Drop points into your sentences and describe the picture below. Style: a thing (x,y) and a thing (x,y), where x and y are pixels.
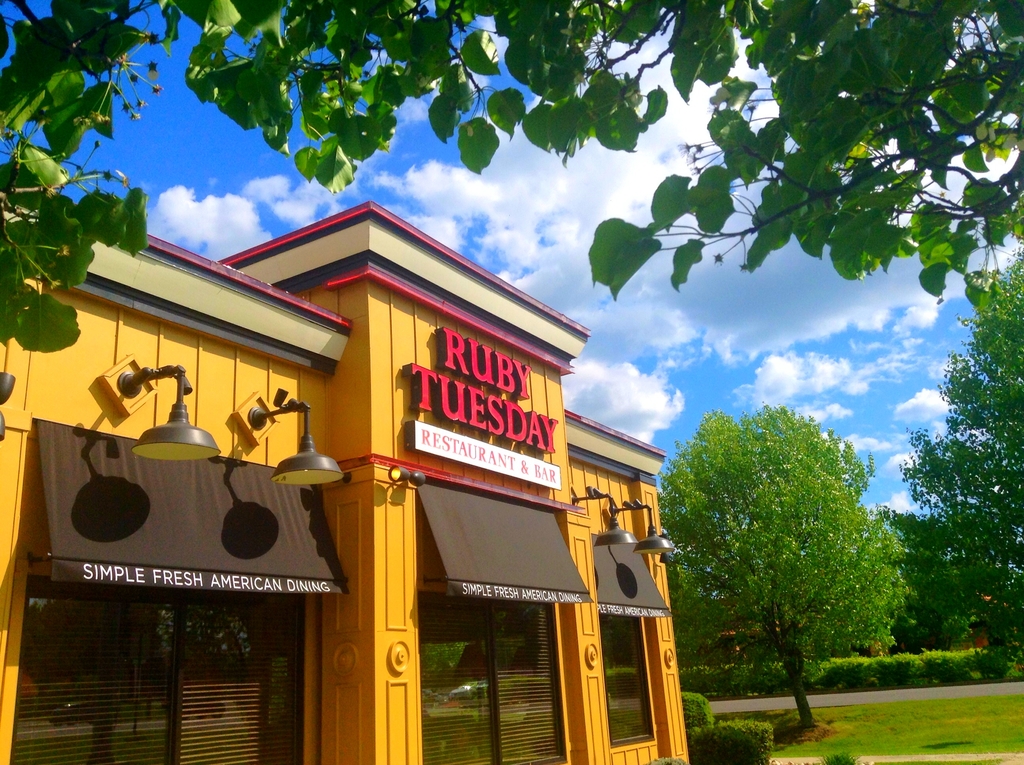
It is the bar and restaurant (375,541) in yellow color, these are the green trees (818,461). In the middle (682,359) it is the blue color sky (224,201).
